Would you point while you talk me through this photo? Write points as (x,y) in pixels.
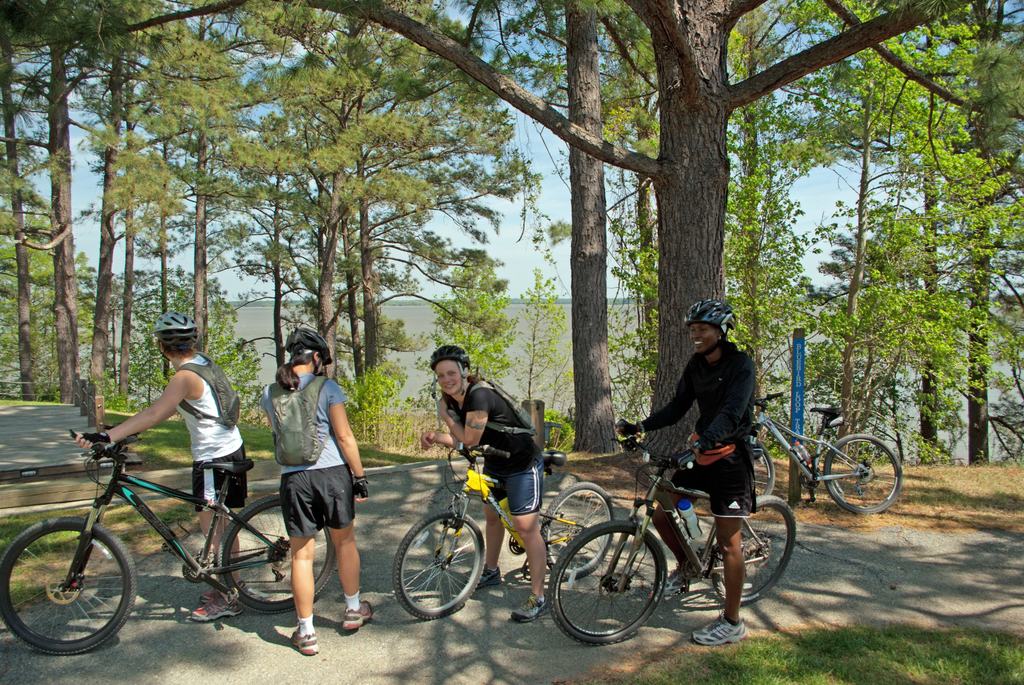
This picture is clicked outside the city. Here, we see two people (447,446) riding bicycles (611,585). Beside that, the woman (330,506) in the blue t-shirt (327,435) is standing on the road (377,540). Beside her, the man (222,436) in white t-shirt (202,450) is standing beside the bicycle (189,557). There are many trees (478,204) in the background (531,347) and we even see bicycle (765,413) parked. In the right bottom of the picture (880,662), we see the grass (825,680).
